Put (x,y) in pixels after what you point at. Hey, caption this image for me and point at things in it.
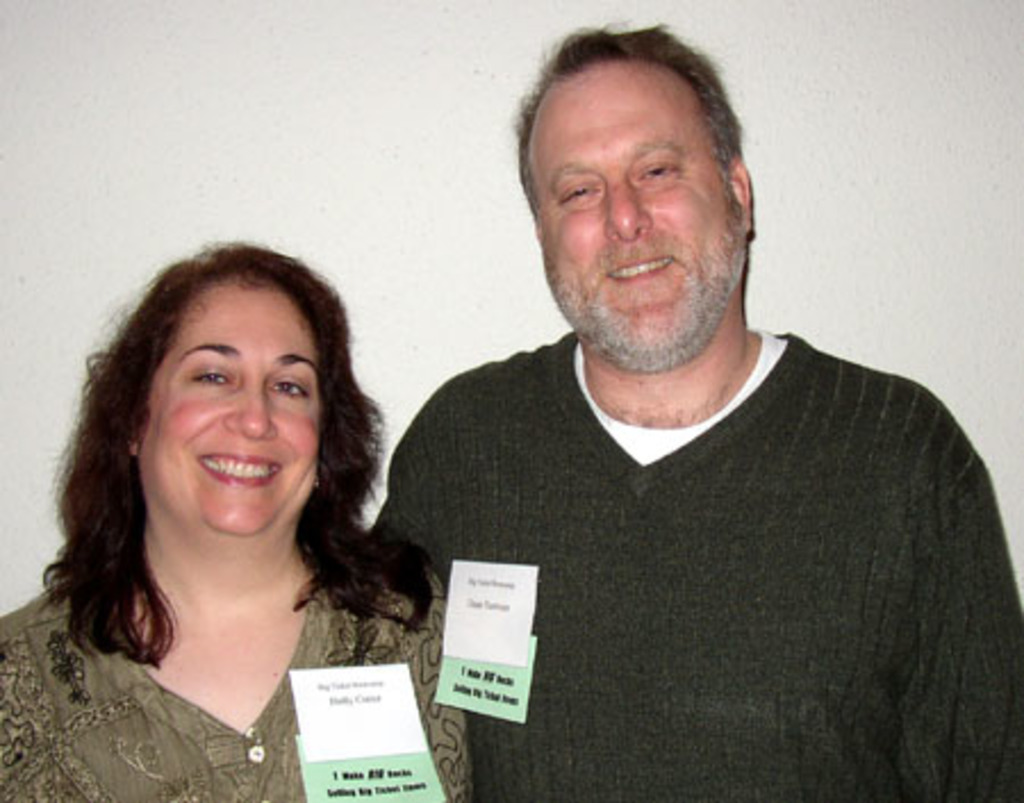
In this image I can see two people (393,516). In the background (249,121), I can see the wall (252,148).
